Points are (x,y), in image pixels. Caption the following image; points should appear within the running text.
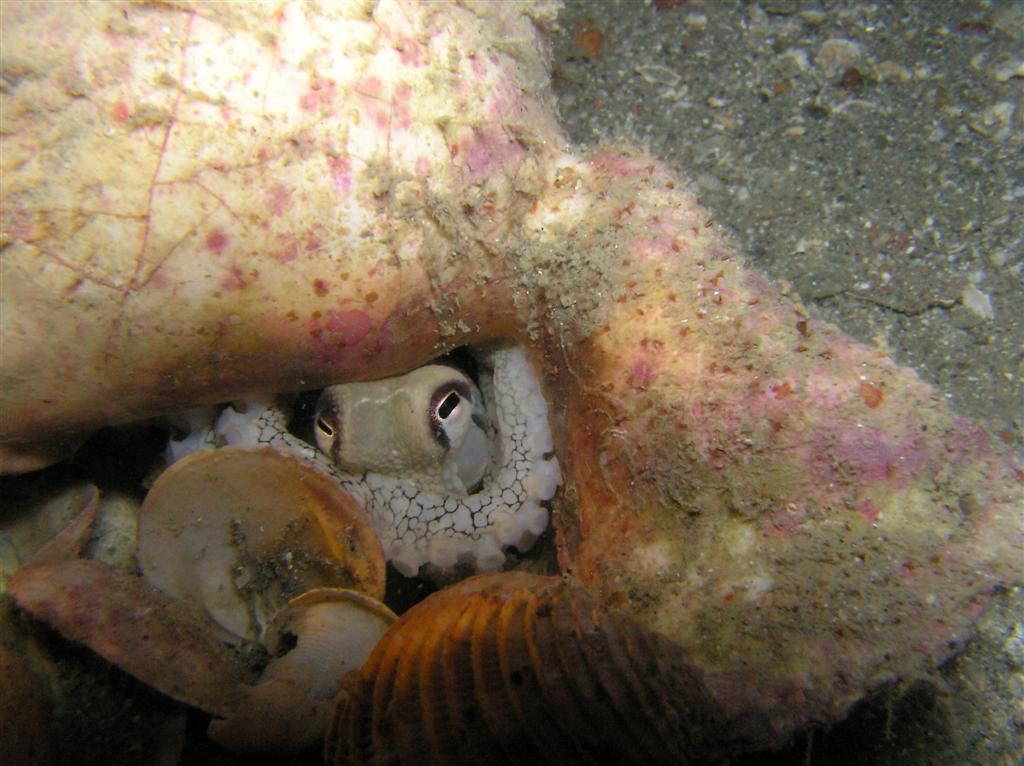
In this picture we can see underwater environment (710,411), there are some shells (428,668) at the bottom (205,650).
